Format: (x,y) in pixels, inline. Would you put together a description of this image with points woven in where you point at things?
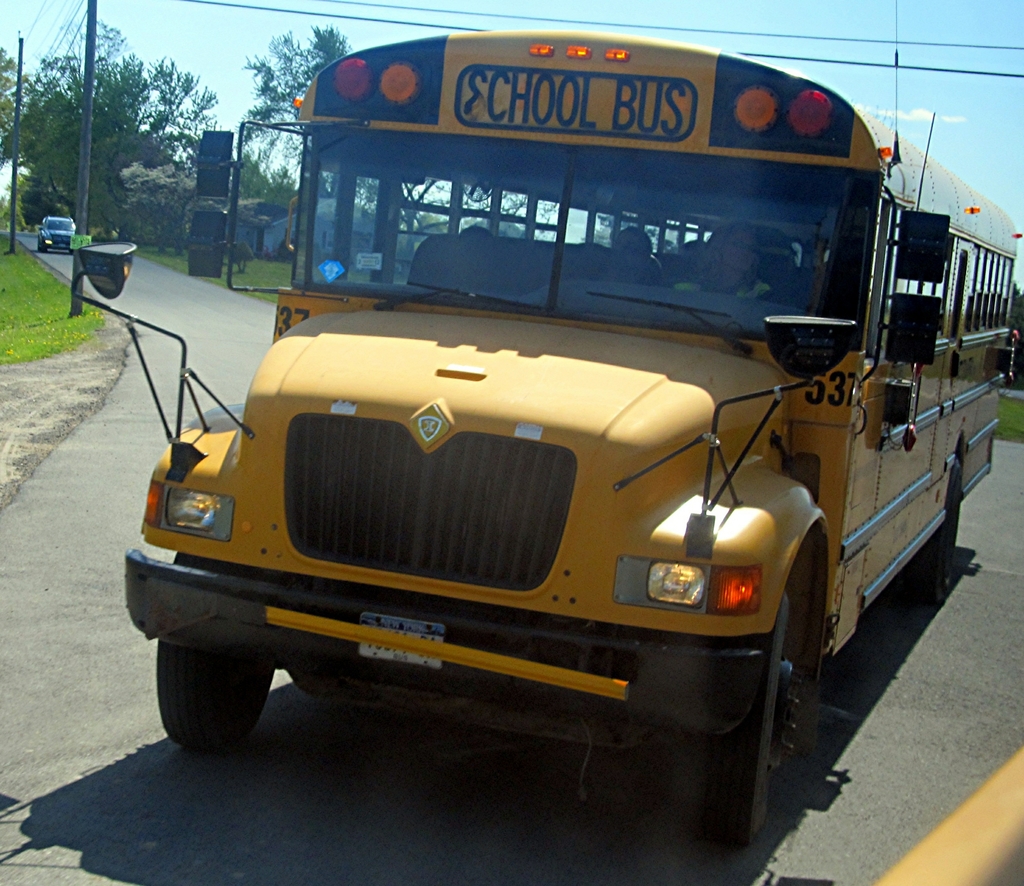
In this image I can see few vehicles (583,344). In front (623,345) the vehicle (358,356) is in yellow color and I can see group of people (619,257) sitting in the vehicle (439,189). In the background (182,112) I can see few poles (89,162), trees (151,199) in green color and the sky (210,32) is in blue color.
